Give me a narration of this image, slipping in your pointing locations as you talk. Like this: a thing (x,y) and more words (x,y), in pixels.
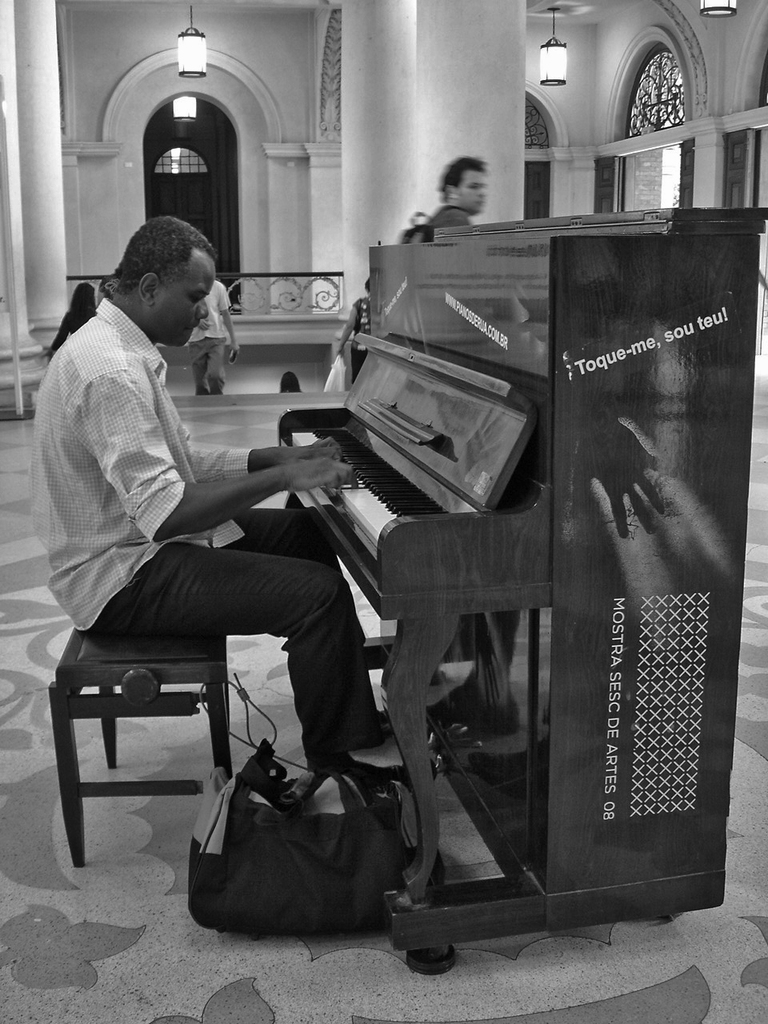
This picture shows a man (331,560) playing a piano (385,350) and we see a man (456,216) walking.
